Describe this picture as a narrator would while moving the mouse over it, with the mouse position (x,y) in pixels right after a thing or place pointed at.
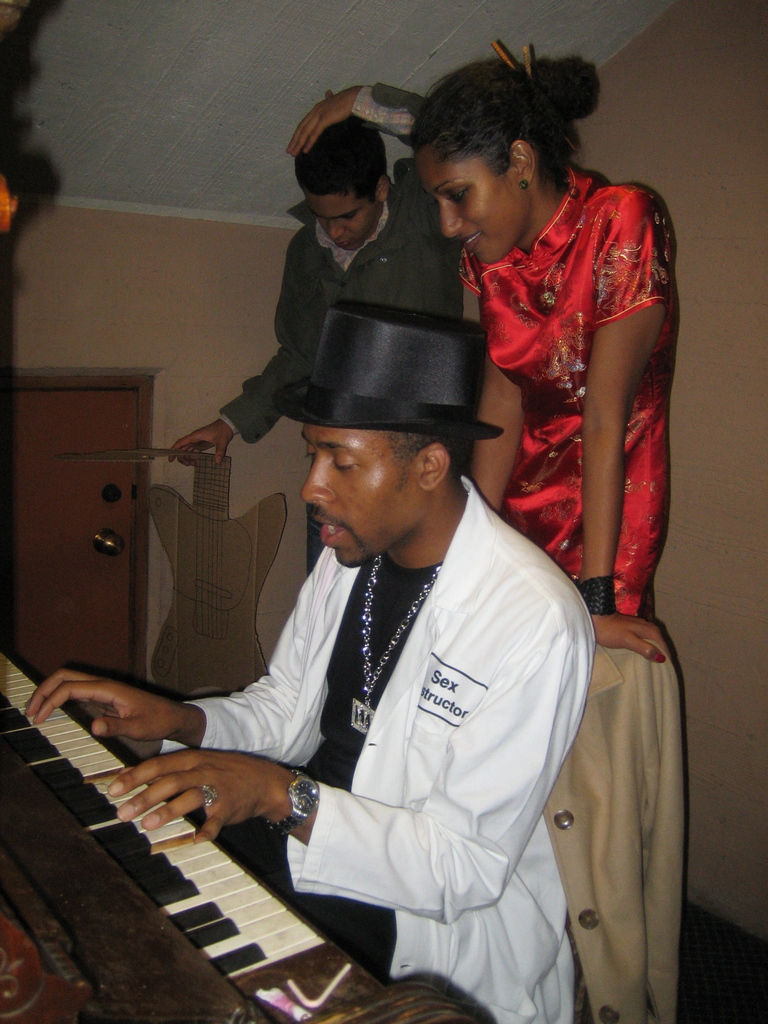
At the top (184,69) we can see ceiling (161,141). This is a door (93,484). This is a wall (201,305). Here we can see two persons (512,228) standing behind the chair (595,749). Here we can see a man (435,515) wearing a black colour hat (342,425) and playing a musical instrument (218,938) called piano (197,881). He wore watch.
